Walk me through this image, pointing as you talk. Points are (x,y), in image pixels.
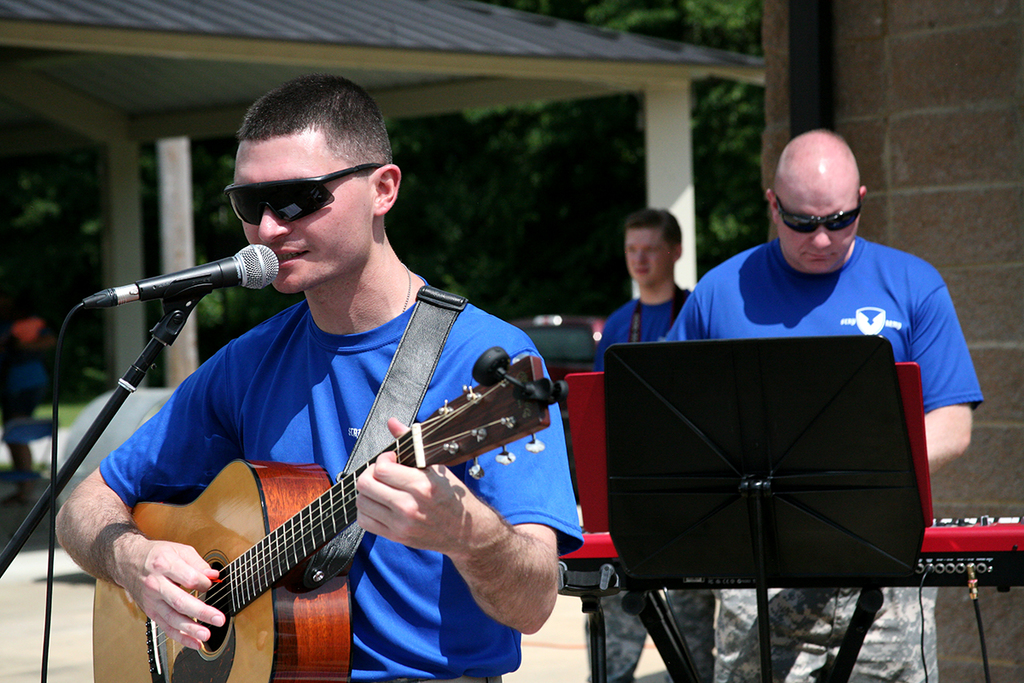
In the image we can see there is a person (340,242) who is standing and holding guitar (498,425) in his hand (446,491).
